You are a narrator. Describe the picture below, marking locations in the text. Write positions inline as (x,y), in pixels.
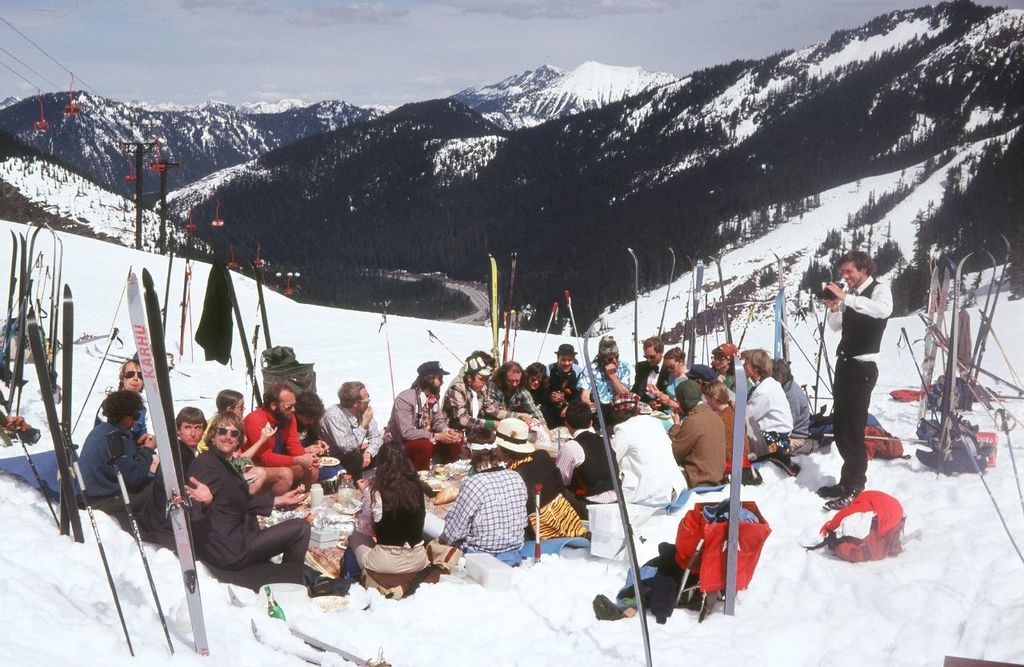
In this image there are a few people (585,475) sitting and standing on the snow (991,357), there are a few food items (435,490) and luggages (676,567) are placed on the surface (864,589), around them there are few objects (248,361) like sticks (77,538). On the left side of the image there are few cable cars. In the background (268,187) there are mountains (362,131) and the sky (296,70).
